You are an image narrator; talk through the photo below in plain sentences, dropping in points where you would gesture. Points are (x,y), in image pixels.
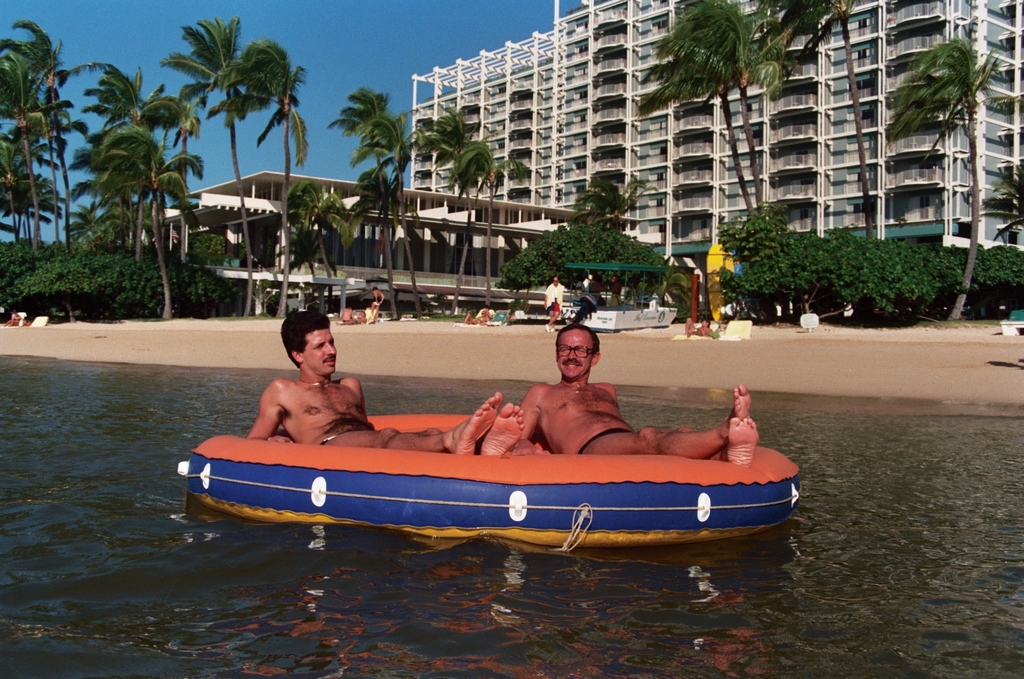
In this image we can see a few people (325,405), two of them (555,413) are lying on the inflatable raft (220,450), which is on the ocean (361,641), there are buildings (784,190), trees (501,181), plants (520,263), also we can see the sky (322,75).
